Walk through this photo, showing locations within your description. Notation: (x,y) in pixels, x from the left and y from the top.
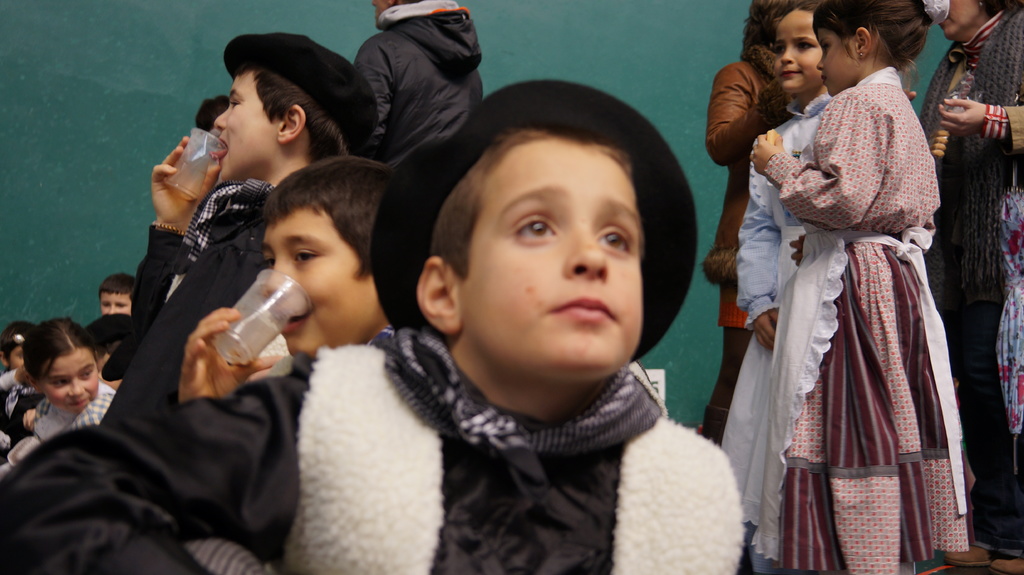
In this picture there is a boy (426,541) who is wearing hat (545,86) and sweater (438,440). In the back (253,91) we can see two persons (250,219) holding the glass (235,333). On the right (865,476) there is a girl (881,519) who is wearing dress (885,148), near to her we can see another girl (771,242) who is wearing white dress (769,304). On the left (6,361) we can see group of children (108,316) sitting near to the wall (72,255).
